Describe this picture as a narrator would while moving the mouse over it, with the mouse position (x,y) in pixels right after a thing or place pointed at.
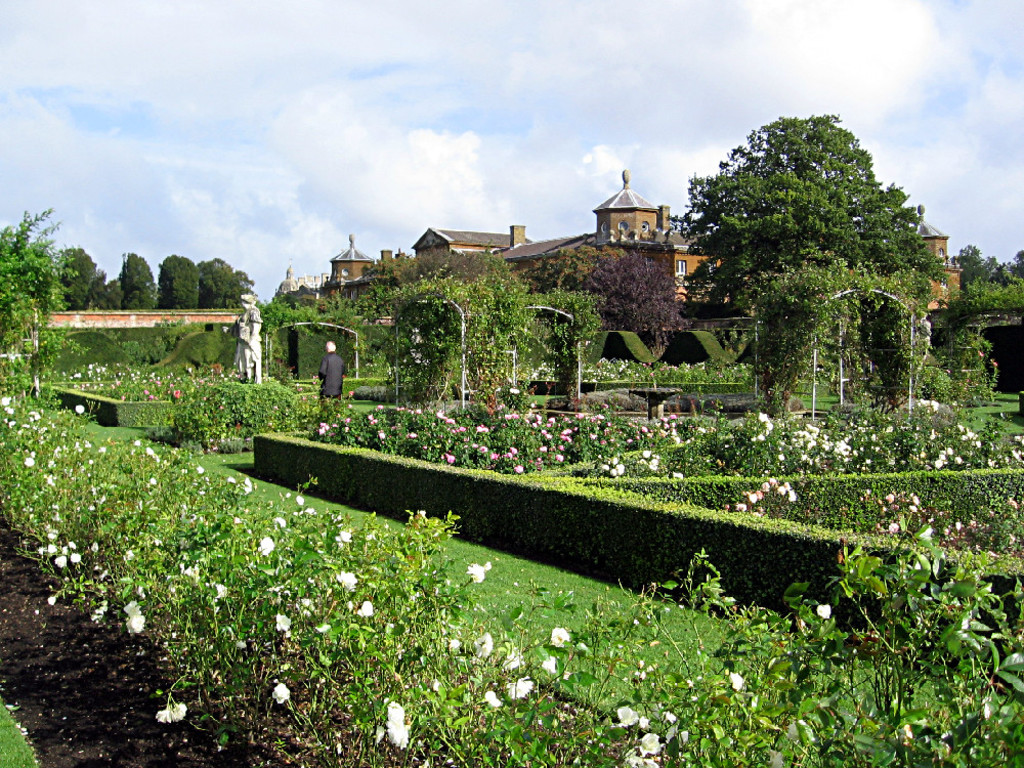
In the foreground of this image (505,674), there are many flowers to the plants (116,515) on the ground (98,687). In the background (514,573), there is grass (561,582), plants (750,478), flowers (842,445), a person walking on the grass (513,574), a sculpture (258,363), creepers (562,330) to the arches (838,319), trees (573,267), few buildings (340,265), sky (839,77) and the cloud (796,29).
